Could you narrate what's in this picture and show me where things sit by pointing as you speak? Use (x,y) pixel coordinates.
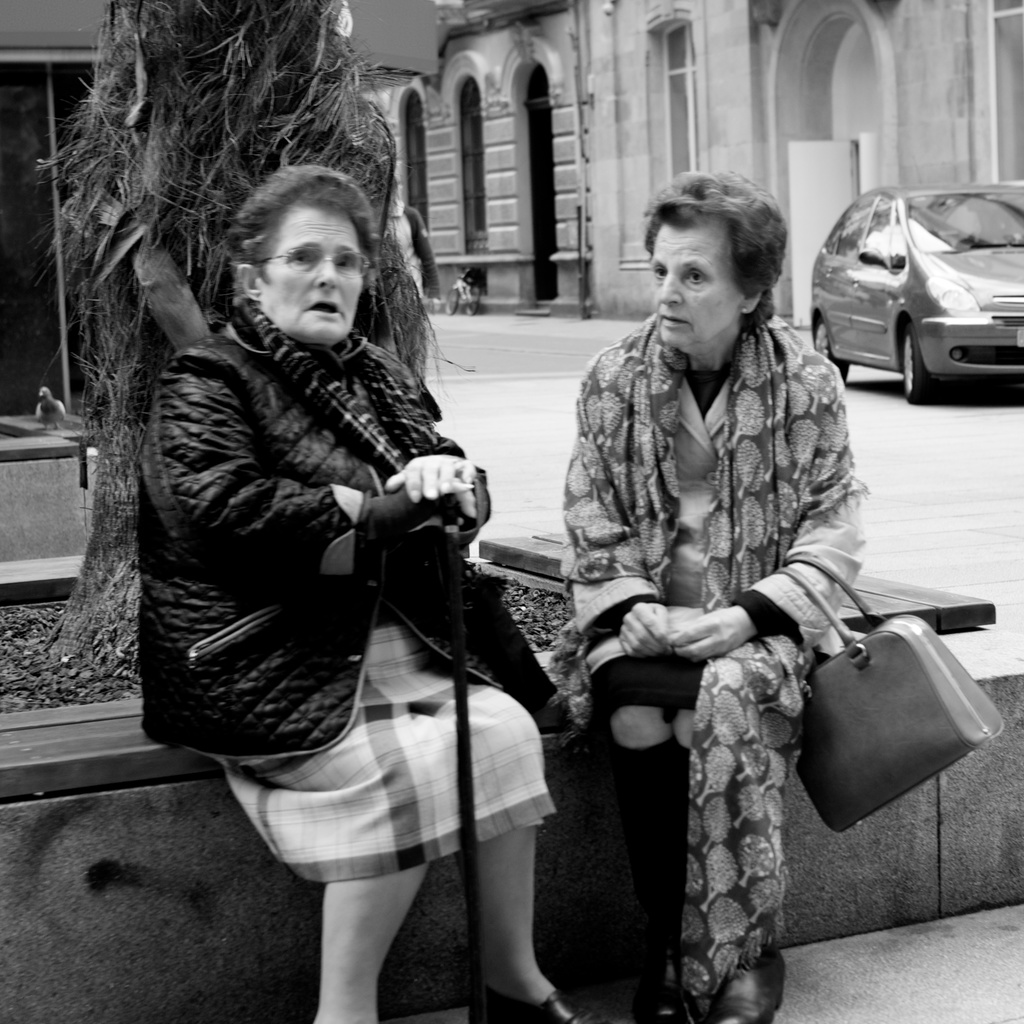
As we can see in the image in the front (581,528) there are two people (220,514) sitting. There is a tree stem (356,115), buildings (641,67) and car (942,267).
